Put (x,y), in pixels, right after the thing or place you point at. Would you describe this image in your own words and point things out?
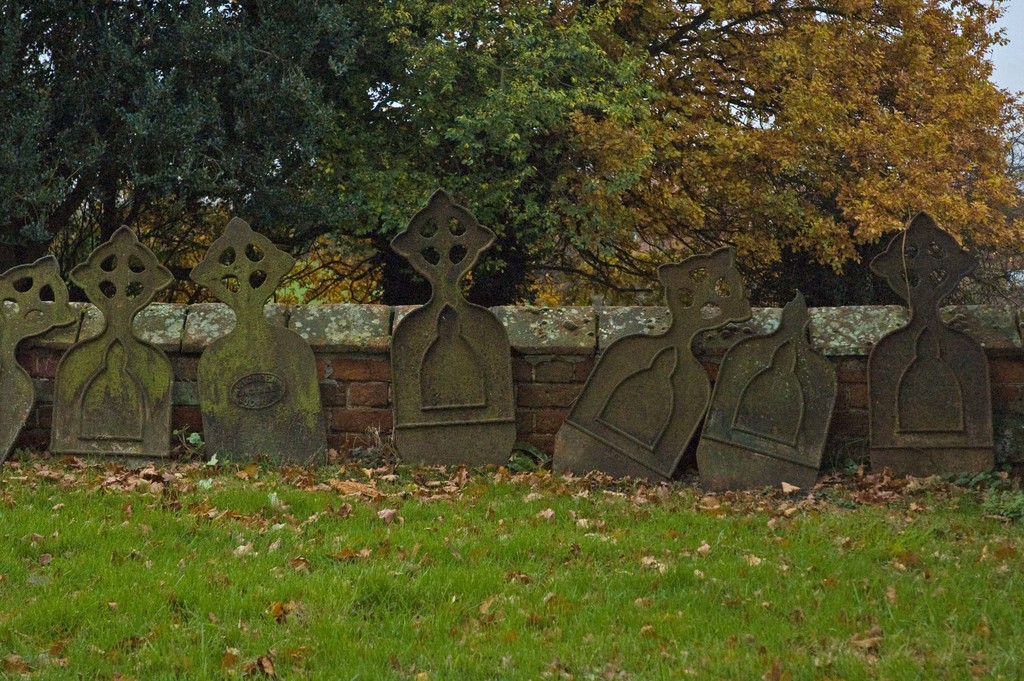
In this image in the center (472,370) there is a wall (177,372) and some metal objects (86,382), at the bottom (451,533) there is grass (489,552) and some dry leaves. And in the background (473,85) there are trees (757,96) and sky (382,92).
